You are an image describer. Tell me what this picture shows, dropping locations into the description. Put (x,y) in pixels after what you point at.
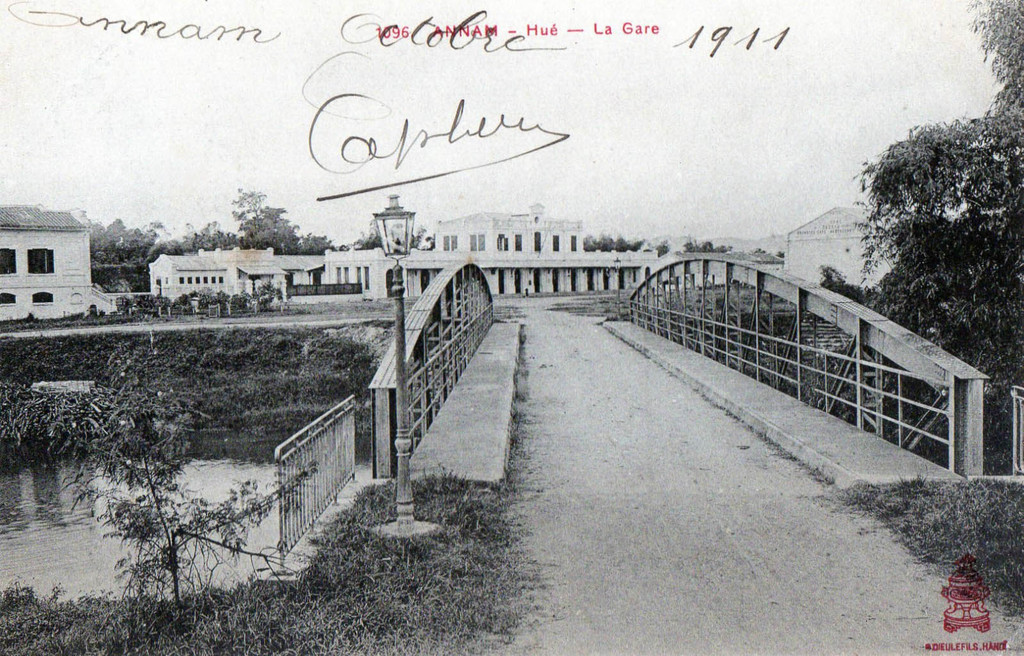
This is an old black and white image. I can see a bridge (517,471) across a canal (214,506). There are buildings (324,259), trees (876,222), grass (391,585), a light pole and the sky (641,40). At the top (598,33) and bottom of the image (982,627), I can see the words (647,29) and watermarks (955,623).
